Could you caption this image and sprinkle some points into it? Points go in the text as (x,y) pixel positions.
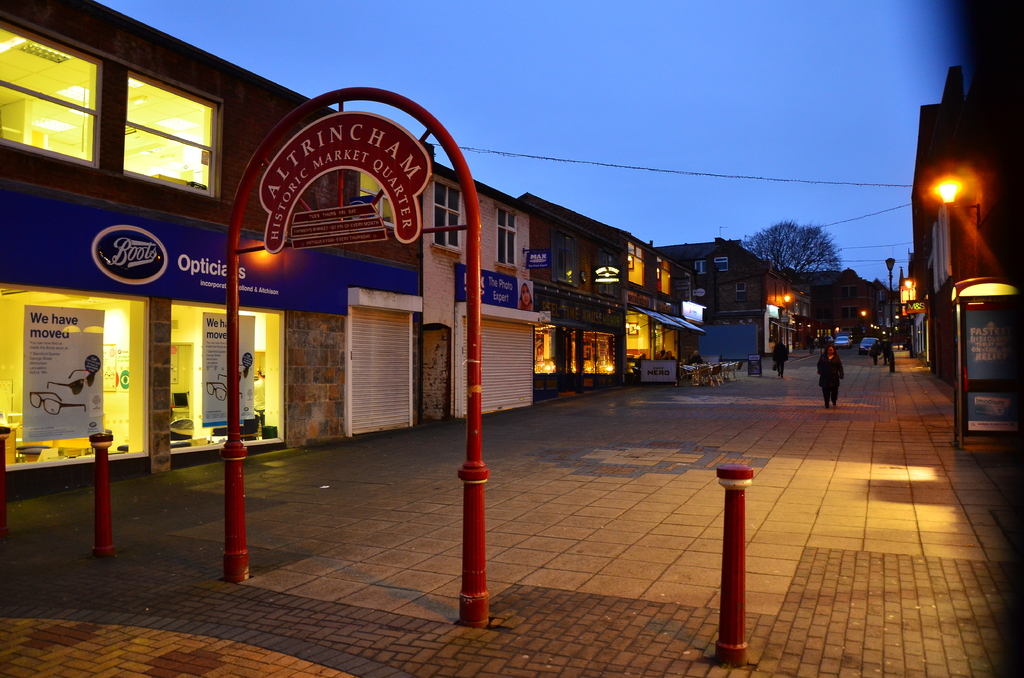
In this image there is a floor (563,592) in the bottom of this image (518,604), and there are some buildings (929,288) as we can see in middle of this image (583,359). There are some persons (833,399) standing on the right side of this image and there is one tree (798,262) on the top side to these persons (781,349), and there is a blue sky (637,151) on the top of this image (622,66). There is a red color object (241,468) placed on the bottom of this image (483,617).
